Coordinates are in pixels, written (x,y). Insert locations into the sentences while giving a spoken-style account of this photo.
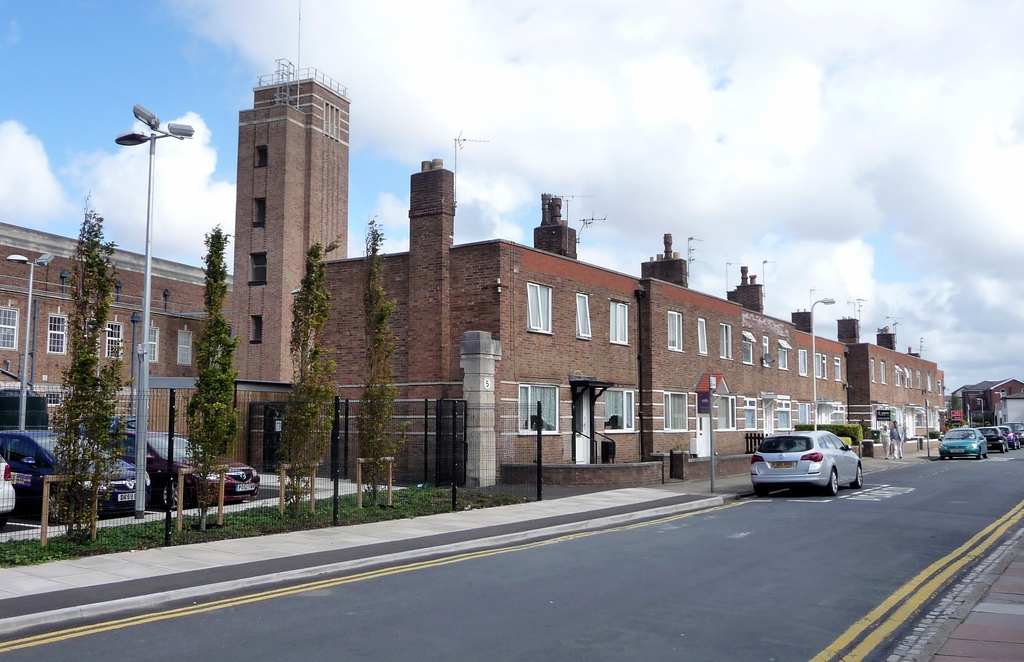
In this image in the center (530,384) there are buildings (258,414), trees (57,414), poles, street lights (21,406), and there are some rods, railing (442,477) and some people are walking. And also there are some vehicles (963,449), at the bottom (608,598) there is road (861,586) and at the top (591,140) there is sky (678,145).
